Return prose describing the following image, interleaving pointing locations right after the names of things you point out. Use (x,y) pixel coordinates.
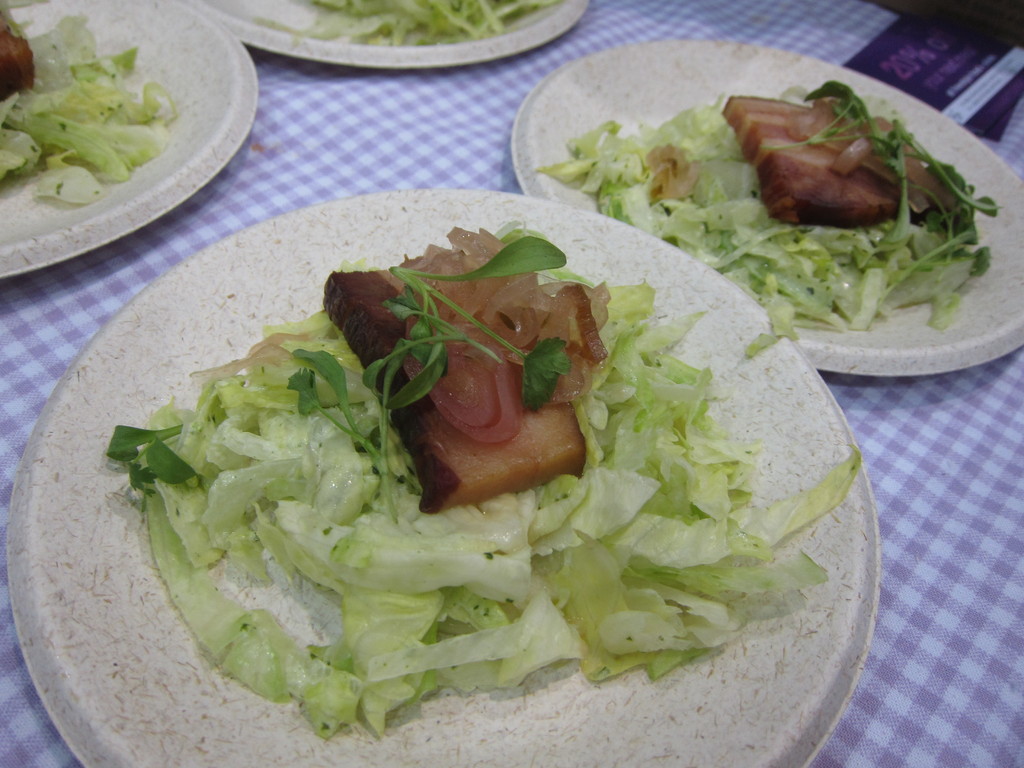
In this image there are foods (564,340) on the plates (115,560) which is on the table (321,196) in the center (630,467).
